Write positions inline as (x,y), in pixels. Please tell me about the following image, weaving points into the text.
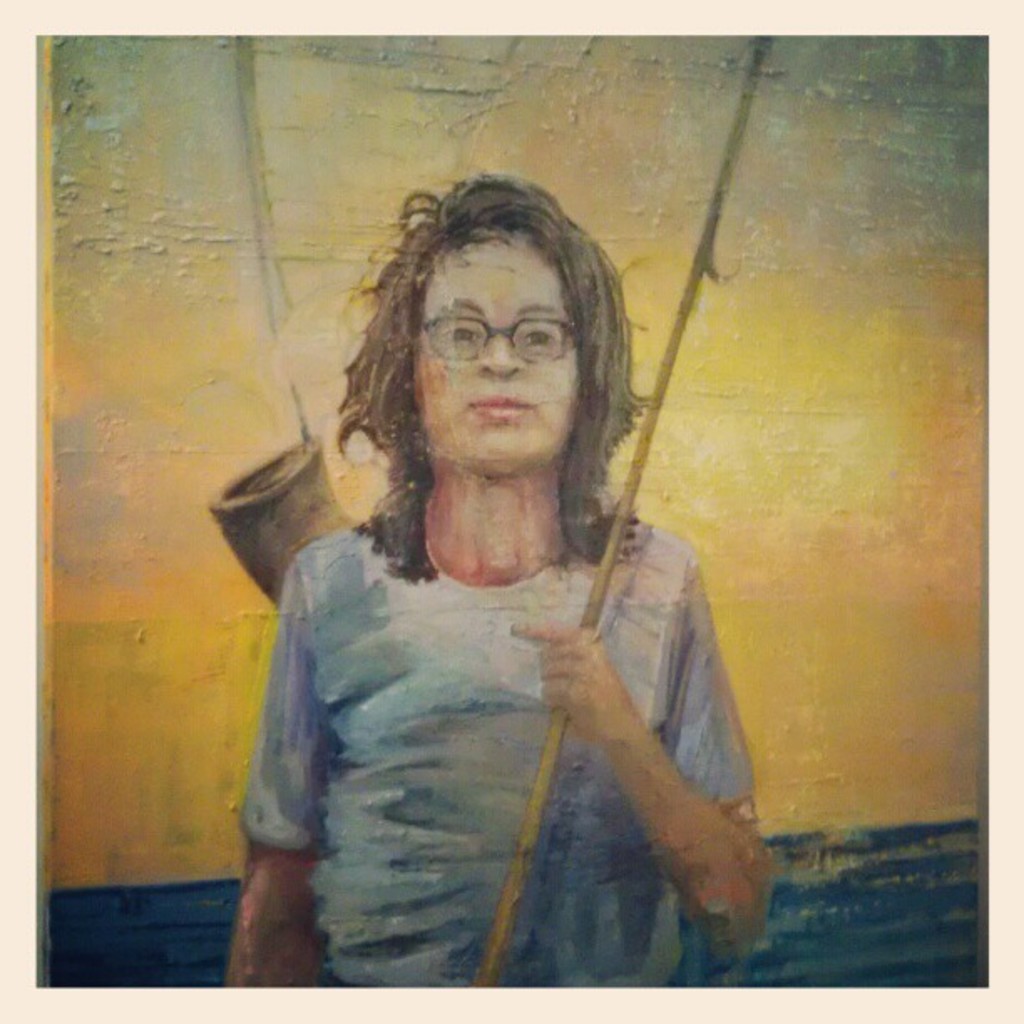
In the picture we can see a painting (834,885) of a woman (668,586) standing and holding a stick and she is wearing a white color dress (387,666) and in the background (870,353) we can see a sky (789,591) which is yellow in color.
